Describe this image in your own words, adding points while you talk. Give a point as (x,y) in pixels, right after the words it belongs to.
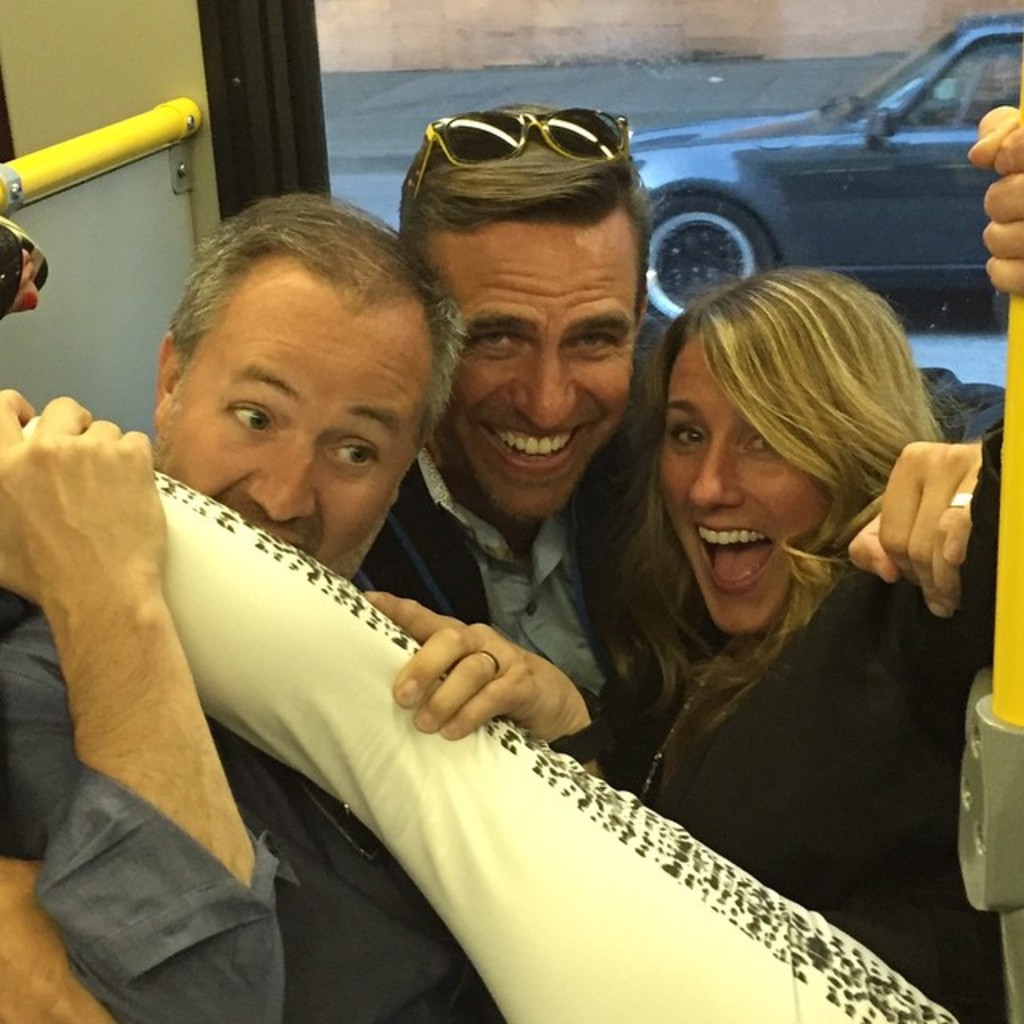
This is an inside view of a vehicle (29,327). We can see three people (462,545). A man (132,553) is holding an object (332,586) on the left side (219,333). We can see a car (906,242), path (629,65) and a wall (647,43) in the background (575,45).
